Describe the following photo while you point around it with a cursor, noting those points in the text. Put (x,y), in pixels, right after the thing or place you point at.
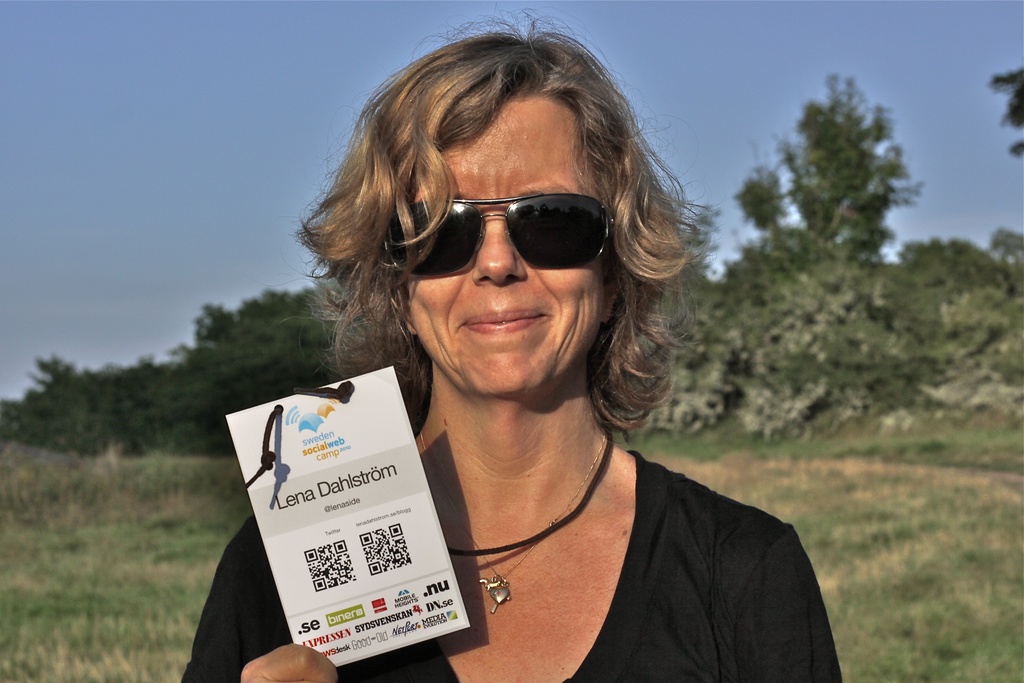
In this image we can see a woman (498,491) standing and holding a card (251,416) with some text (374,624) and in the background (178,564) we can see some trees (820,366) and grass (938,679) on the ground (116,589). At the top (119,69), we can see the sky (915,50).
